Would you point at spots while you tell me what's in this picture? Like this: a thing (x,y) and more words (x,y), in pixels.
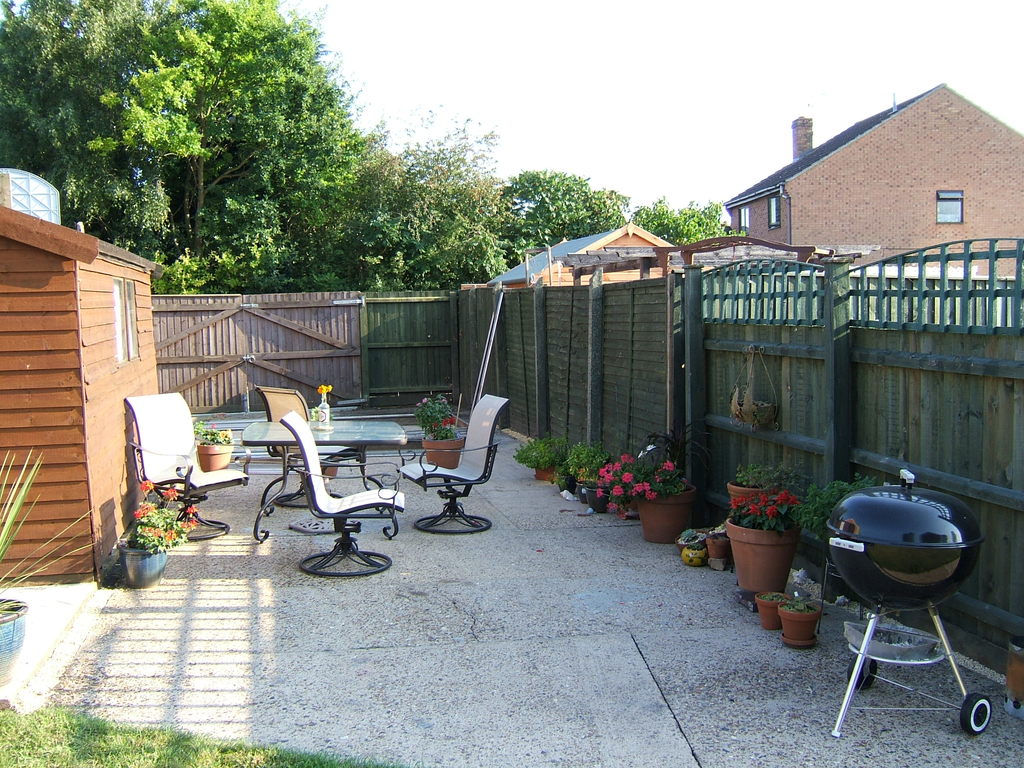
In this picture we can see chairs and a table (365,437). These are the plants (693,566). Here we can see a house (944,200) and this is window (954,208). These are the trees (44,41) and there is a sky (668,103).
